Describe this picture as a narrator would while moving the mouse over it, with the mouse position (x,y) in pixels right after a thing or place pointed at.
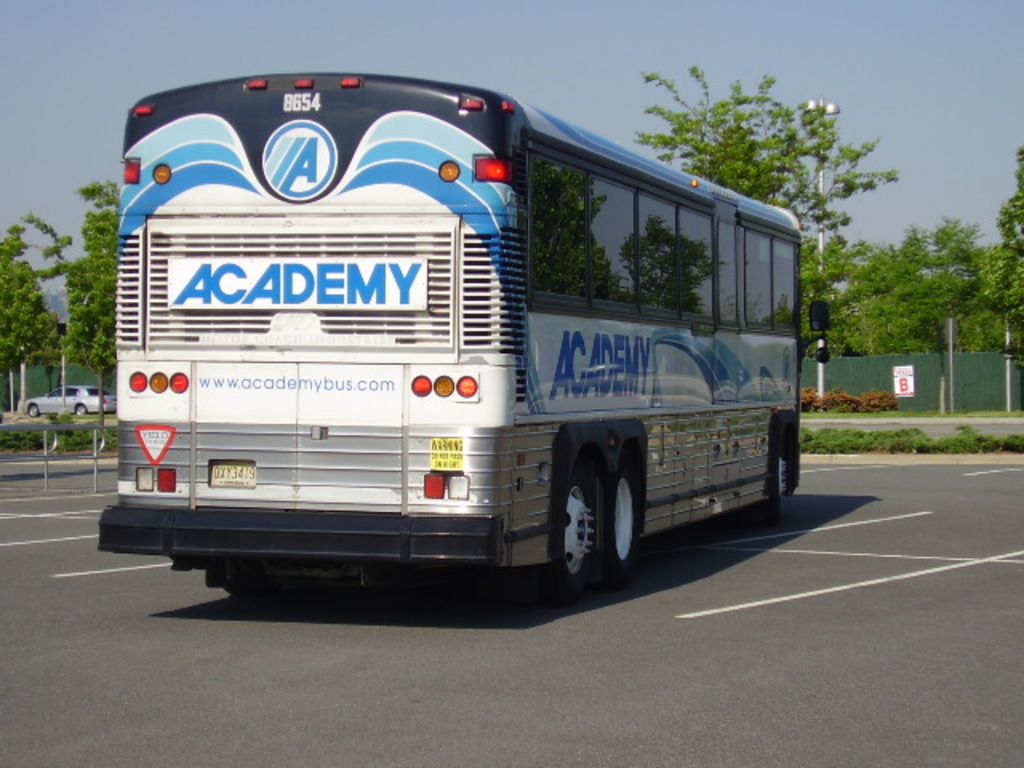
In this picture there is a bus (615,253) on the road (512,694). At the back (66,391) there is a car (88,408) and there are trees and poles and there is a fence (28,459). At the top (520,81) there is sky (614,82). At the bottom (1018,574) there is a road (1001,546) and there is grass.
